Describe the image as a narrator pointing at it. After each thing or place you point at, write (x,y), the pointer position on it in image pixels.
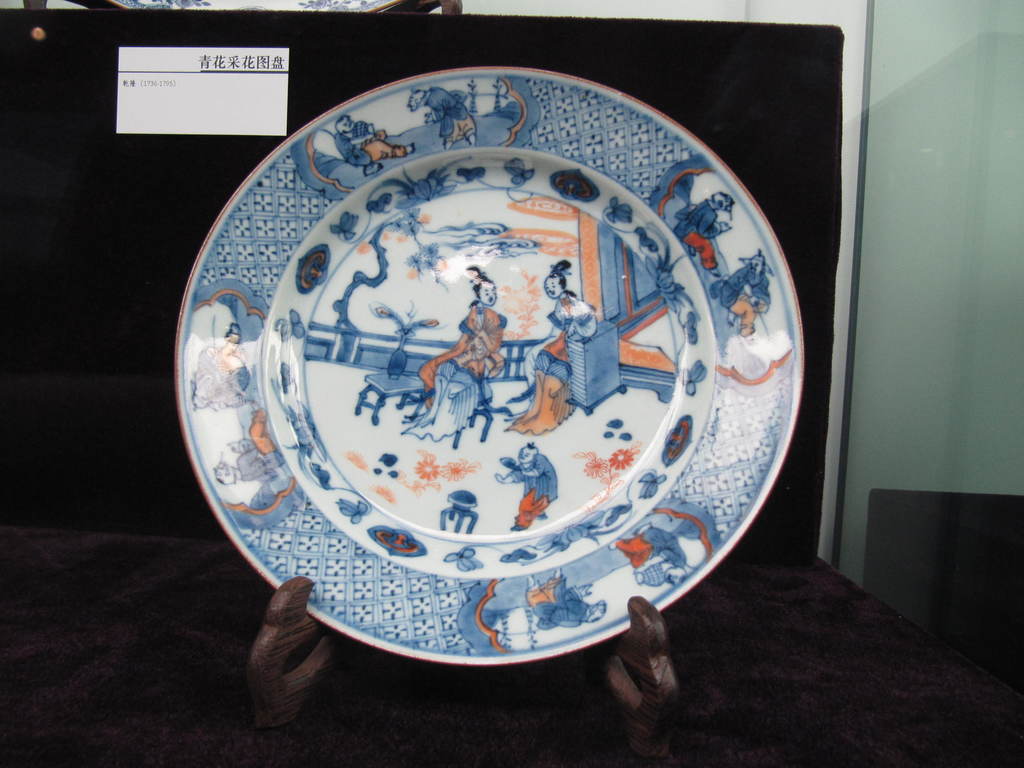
There is a ceramic plate (510,246) in the center of the image (470,328) and there is a label (208,76) on a blackboard (328,53) in the background area (187,84), it seems like glass window (885,225) on the right side (898,230).
